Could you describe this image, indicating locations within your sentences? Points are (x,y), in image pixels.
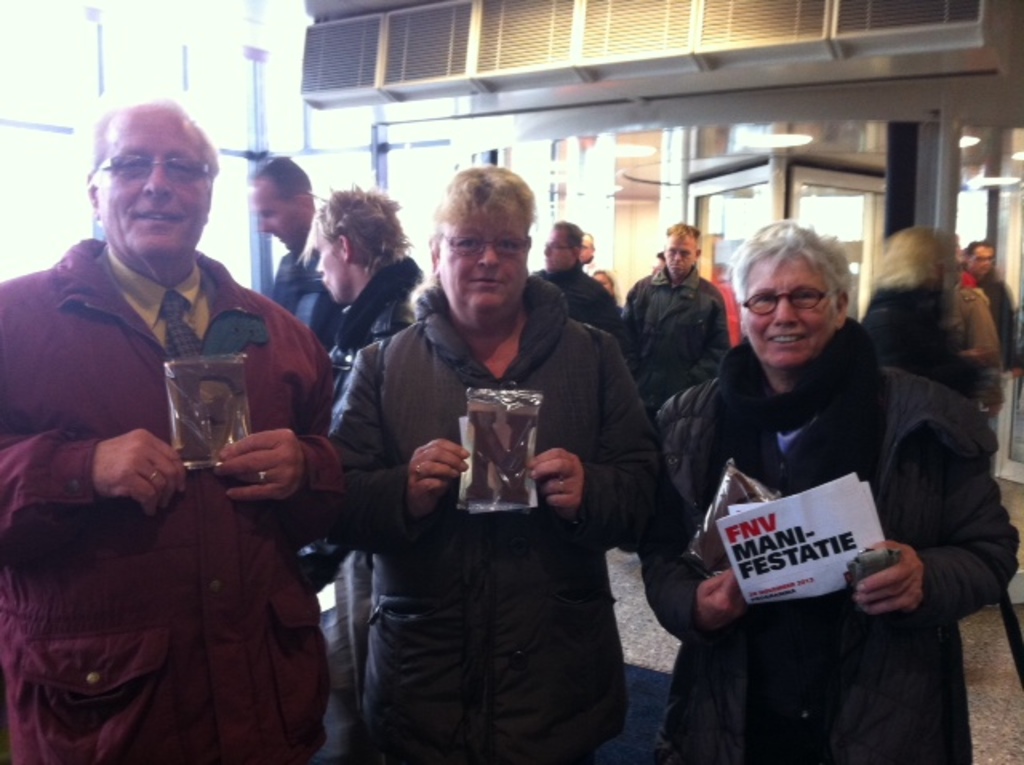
There are three persons (612,393) standing and holding something in the hand (241,461). And they are wearing specs (801,301). In the back (317,216) there are many people (642,286). Also there are glass walls (591,148) in the background (780,171).
